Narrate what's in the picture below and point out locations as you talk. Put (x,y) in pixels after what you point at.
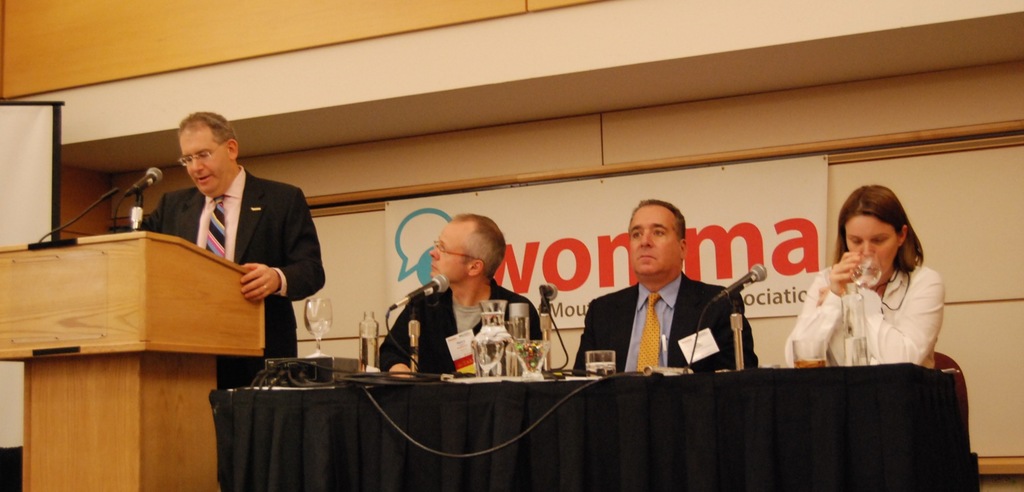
In this image we can see this person (170,229) wearing blazer (166,208), shirt (232,215) and tie (212,239) is standing near the podium (100,346) where we can see a mic (134,192) is placed. Here we can see these two men (493,297) are sitting and this woman (819,318) wearing white dress (823,333) is drinking water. Here we can see projector (317,369), wires (364,385), glasses (487,344) and mics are kept on the table (342,440) with black color table cloth (391,444). In the background (812,172), we can see a banner (614,206) on which we can see some text (713,231) and we can see the wooden wall (62,189).
